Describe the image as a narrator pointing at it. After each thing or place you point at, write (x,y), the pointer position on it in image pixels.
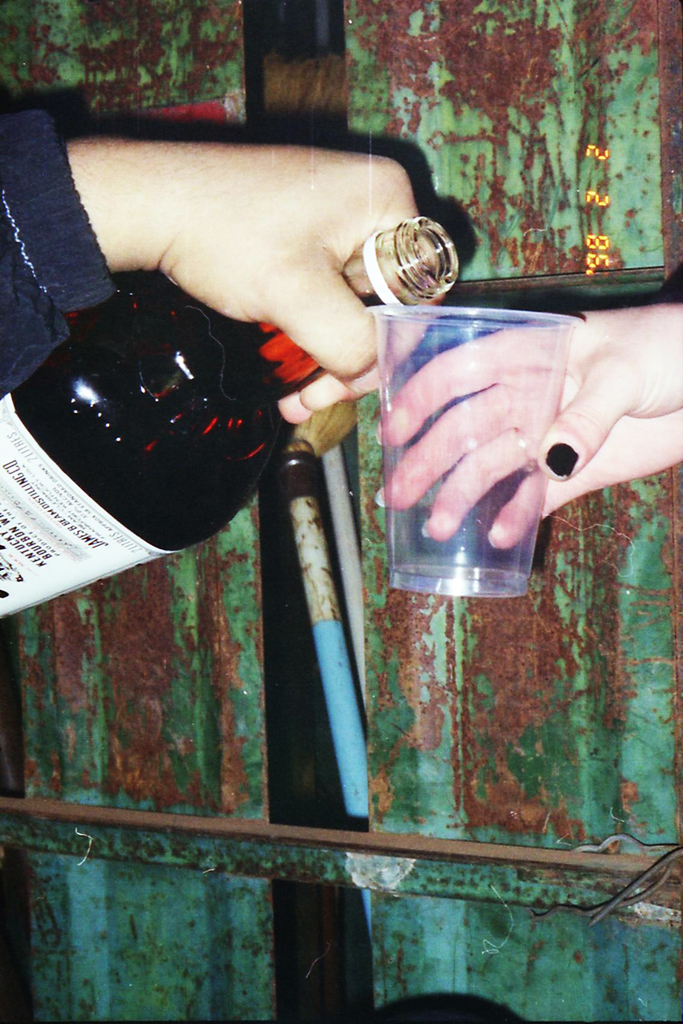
To the right side (618,382) there is a hand (610,370) holding a glass (409,439). And to the left side (139,247) there is a person (173,207) holding a bottle (150,426) in their hand (295,397). In the background (513,937) there are iron object (393,840).
